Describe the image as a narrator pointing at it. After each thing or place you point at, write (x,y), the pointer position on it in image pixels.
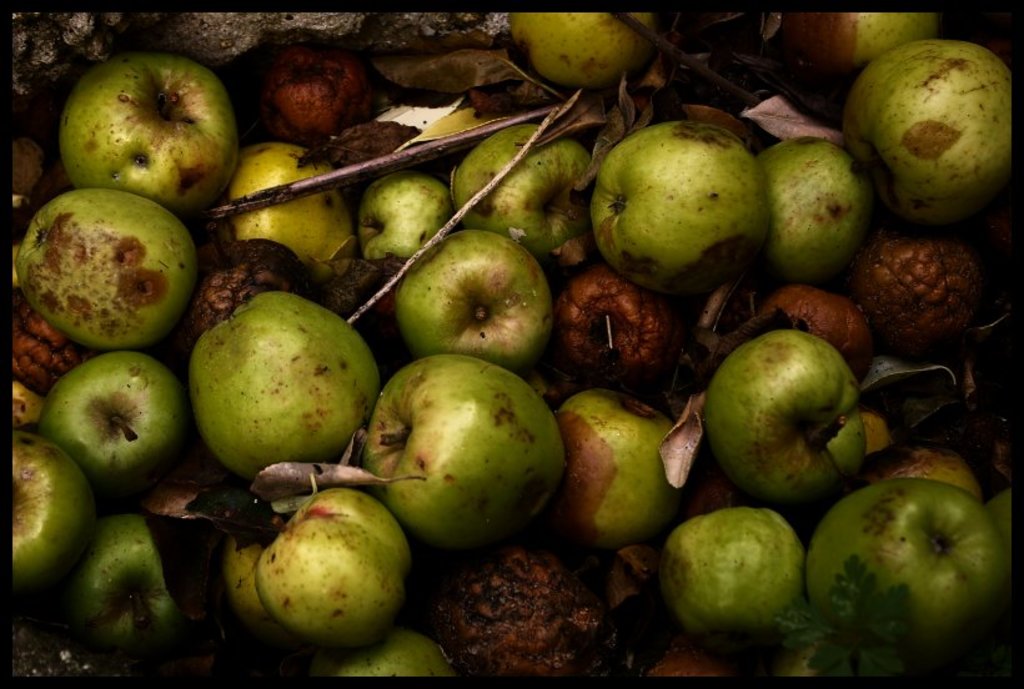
This image consists of fruits (130,273) in green color. And we can see dried leaves (627,598).
